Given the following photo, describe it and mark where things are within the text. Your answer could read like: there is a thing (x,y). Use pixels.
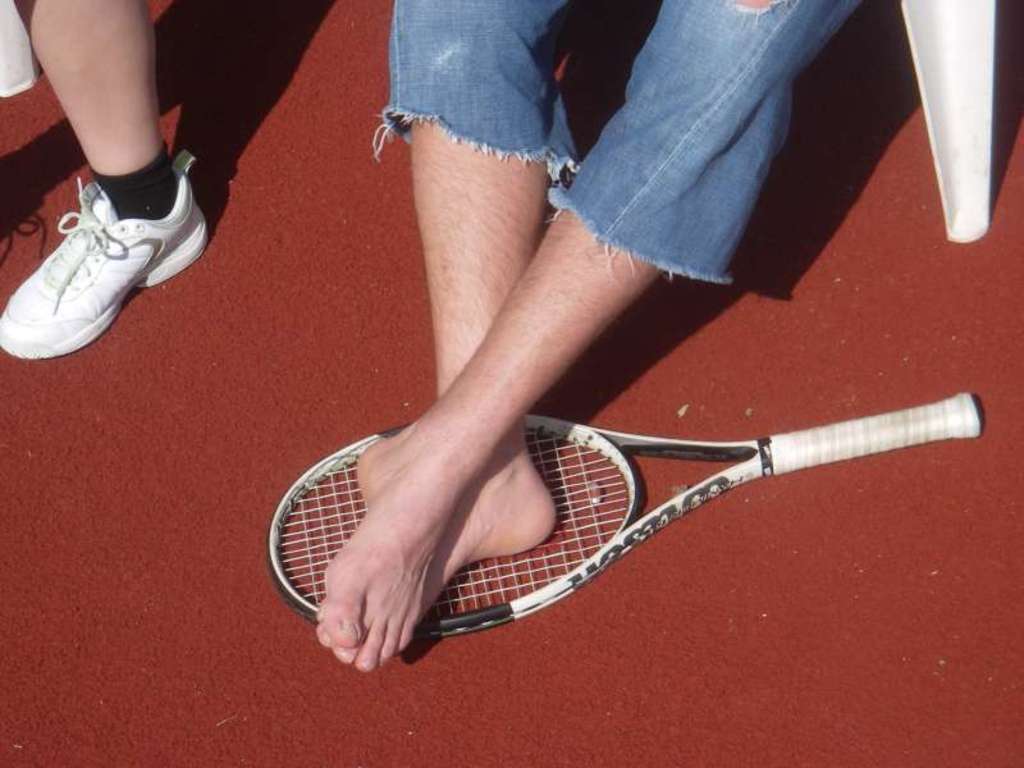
In this picture I can see a bat (594,486) and person's legs (433,474). Here I can see a white color shoe (95,255).
